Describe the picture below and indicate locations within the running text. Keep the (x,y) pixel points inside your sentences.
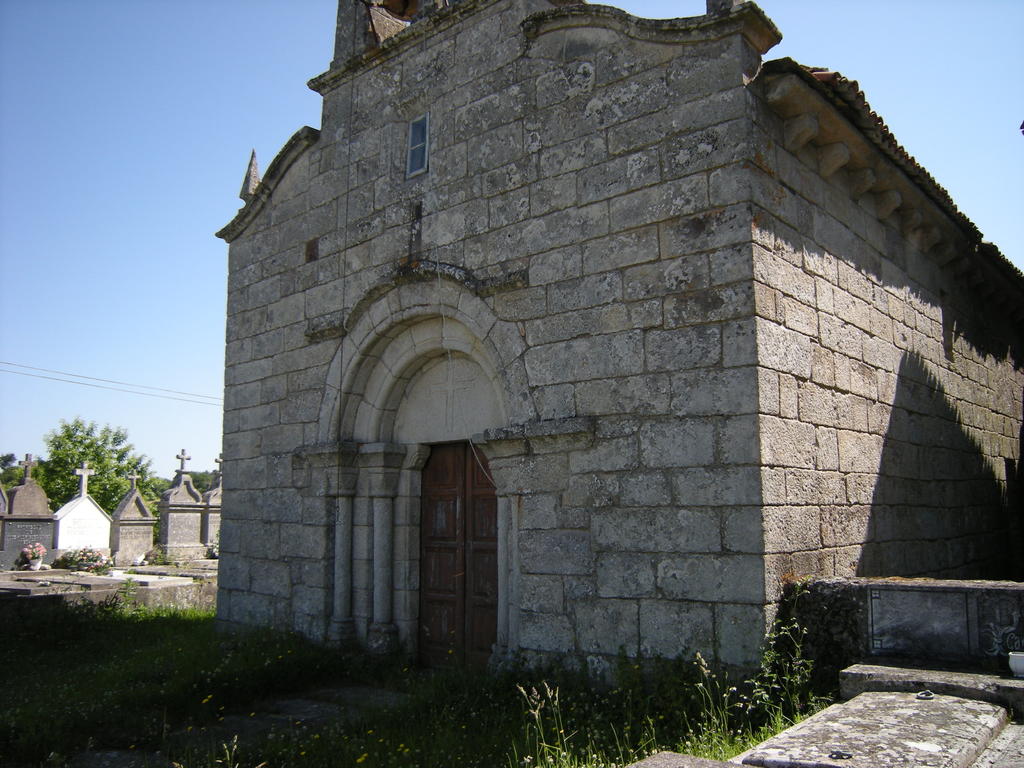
In this image there is a building (543,376) having doors (460,527). Before it there is a path (336,716). On both sides of the path (322,704) there are few plants (493,733) having flowers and there is some grass (220,666). Left side (6,519) there are few cemetery (132,545) having bouquets (77,567) on it. Behind it there are few trees (125,449). Top of image (170,251) there is sky (139,233).
